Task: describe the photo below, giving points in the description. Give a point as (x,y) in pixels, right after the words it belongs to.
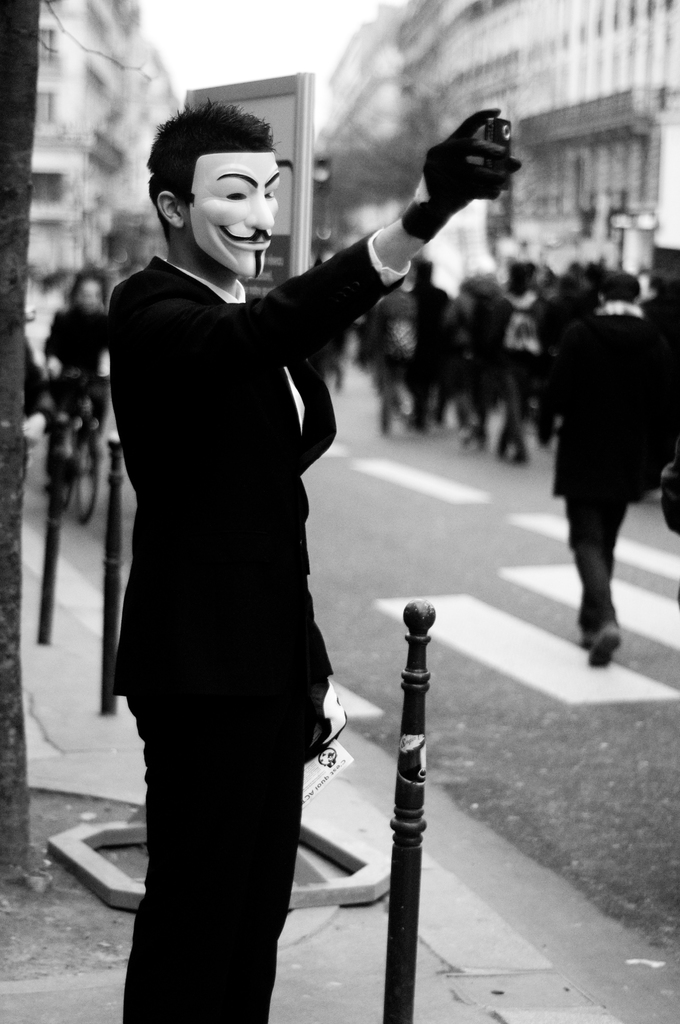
There is a black and white image. In this image, there is a person (308,422) standing and wearing a mask (218,240). In the background (131,119), image is blurred.
